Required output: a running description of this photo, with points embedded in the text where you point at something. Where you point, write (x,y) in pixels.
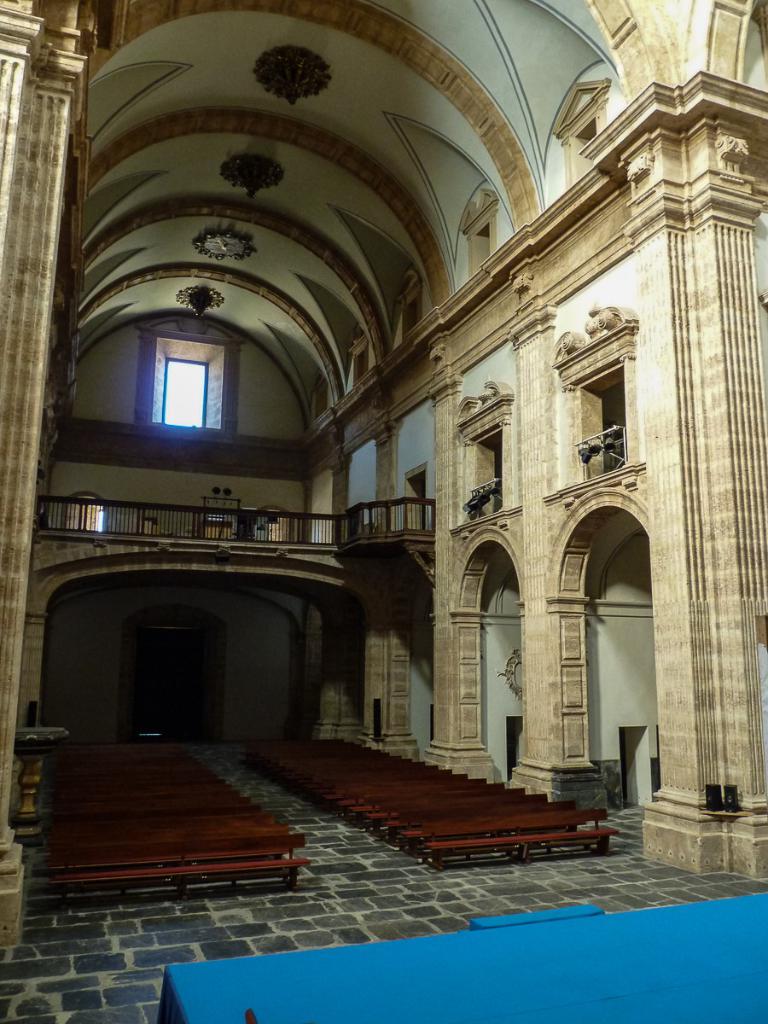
In this image we can see the interiors of a building (477,874) which consists of benches (138,818), railings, lights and a few other objects (495,916), there is architecture designs (572,409) on its walls (43,583).
